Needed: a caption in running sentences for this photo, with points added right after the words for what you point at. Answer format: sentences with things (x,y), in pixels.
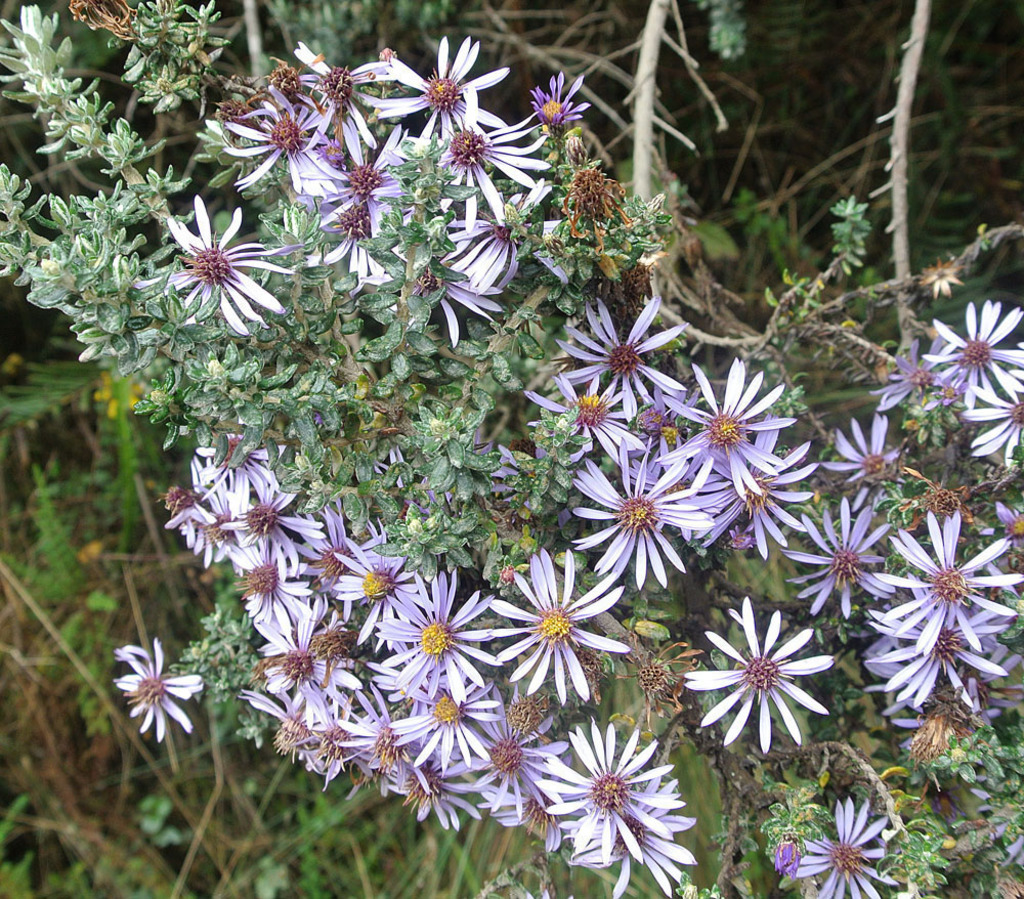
In this image I can see few trees (406,383) which are green and brown in color and to them I can see few flowers (563,674) which are purple and yellow in color.
